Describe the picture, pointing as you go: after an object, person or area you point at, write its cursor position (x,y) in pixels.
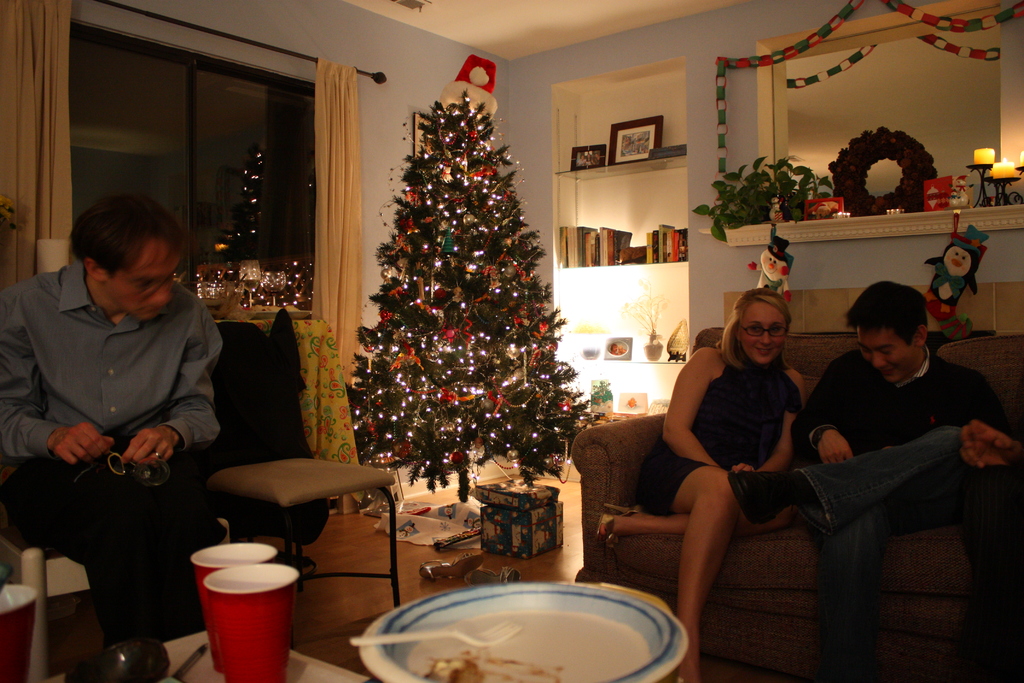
In this image, we can see people (749,398) wearing clothes (61,411). There is stool (365,476) on the left side of the image (285,462). There is window (187,79) in the top left of the image (222,114) contains curtains (334,136). There is a Christmas tree (537,285) in front of the wall (391,82). There is a sofa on the right side of the image (994,345). There are cups (250,582) in the bottom left of the image (253,642). There is a bowl (398,623) and fork (460,638) at the bottom of the image (448,621). There is a wall shelf (575,212) in middle of the image (615,334) contains books (670,239), photo frames (616,341) and some objects (652,349). There are toys (976,230), candles (986,150), leaves (733,189) and decors (833,31) in the top right of the image (756,194). There is a box (525,531) in front of the wall shelf (614,210).
